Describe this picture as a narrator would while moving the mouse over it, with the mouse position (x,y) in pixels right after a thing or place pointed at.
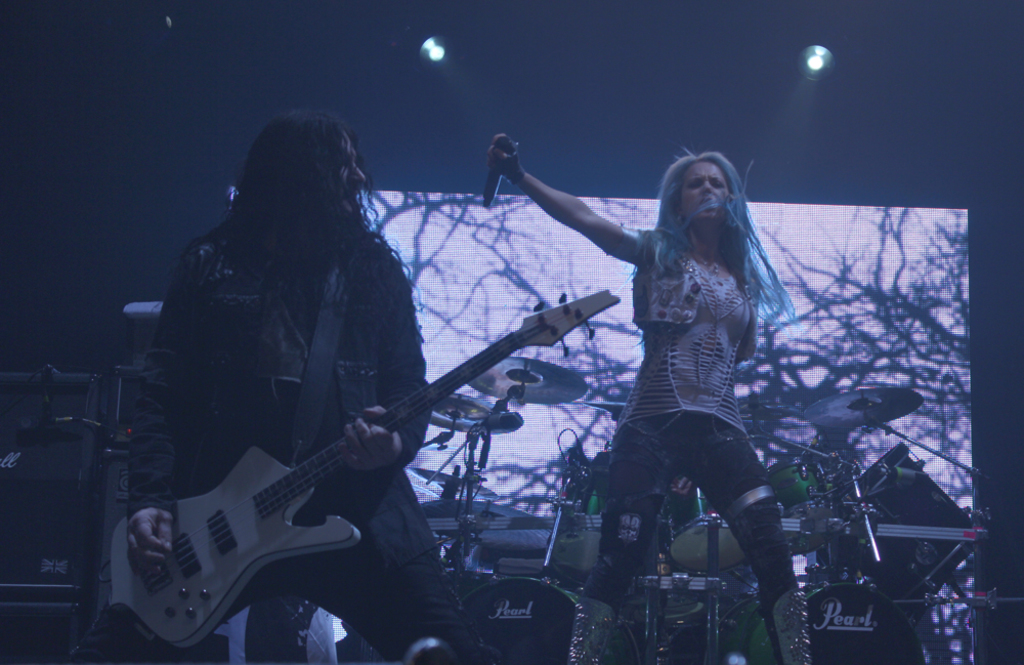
In this image, we can see people (402,342) and one of them is holding a guitar (287,482) and the other is holding a mic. In the background (833,310), we can see a screen (861,238), lights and there are musical instruments (770,407).
